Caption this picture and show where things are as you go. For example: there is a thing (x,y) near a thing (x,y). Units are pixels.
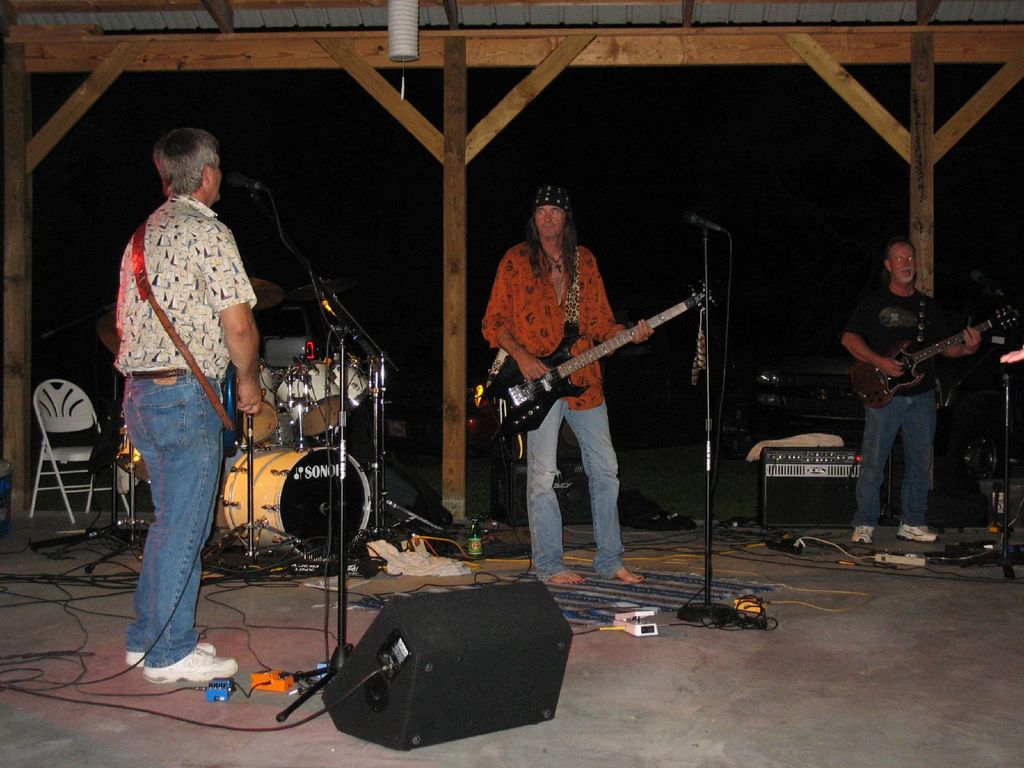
In this image there are group of persons (884,338) who are playing musical instruments (661,318) at the bottom of the image (481,597) there is a sound box (485,624) and at the background of the image (301,453) there is a chair (76,455), sound box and drums (321,443).
